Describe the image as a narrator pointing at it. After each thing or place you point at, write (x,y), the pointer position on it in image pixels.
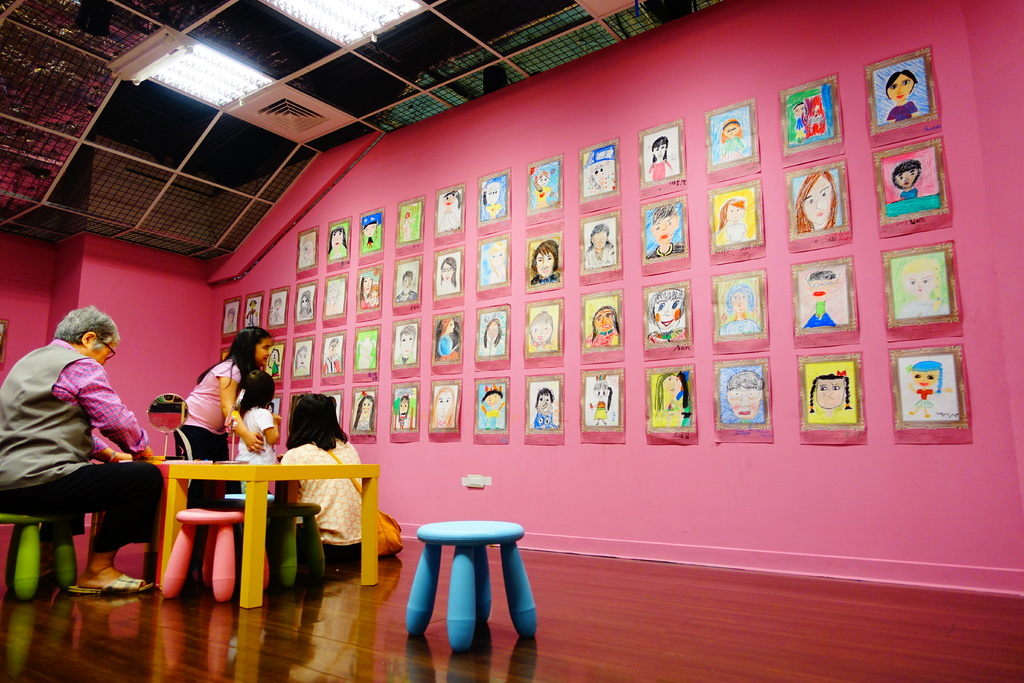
In the image we can see a man (141,440) and a woman (343,502), they are sitting and two children (248,395) are standing, they are wearing clothes (203,415). Here we can see stools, a table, wooden floor (662,605), wall (845,525) and drawing papers (811,435) are stick to the wall (643,342). Here we can see the lights (347,8) and the roof (122,170).
